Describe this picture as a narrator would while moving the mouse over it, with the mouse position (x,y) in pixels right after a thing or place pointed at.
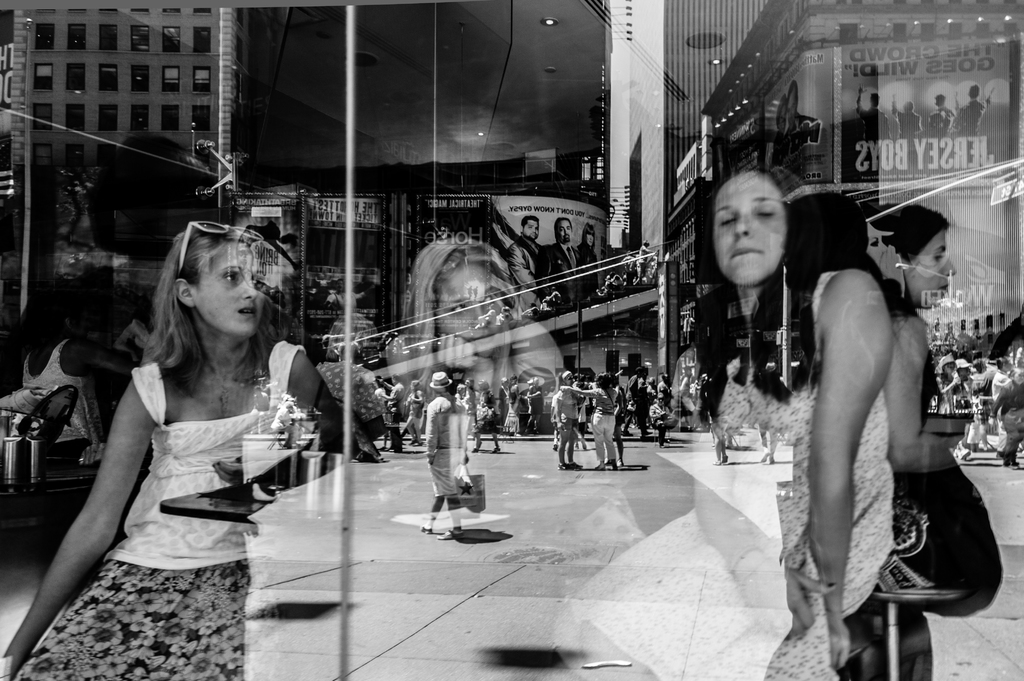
In this image there are group of persons (601,450) on the road (590,557), there are persons (608,422) holding an object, there are women (862,433) sitting, there is a table (266,473), there is a building (163,85) towards the top of the image (102,80), there is roof (474,66) towards the top of the image (455,75), there are lights (552,22) on the roof (489,73), there are boards (862,145), there is text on the boards (929,101).
